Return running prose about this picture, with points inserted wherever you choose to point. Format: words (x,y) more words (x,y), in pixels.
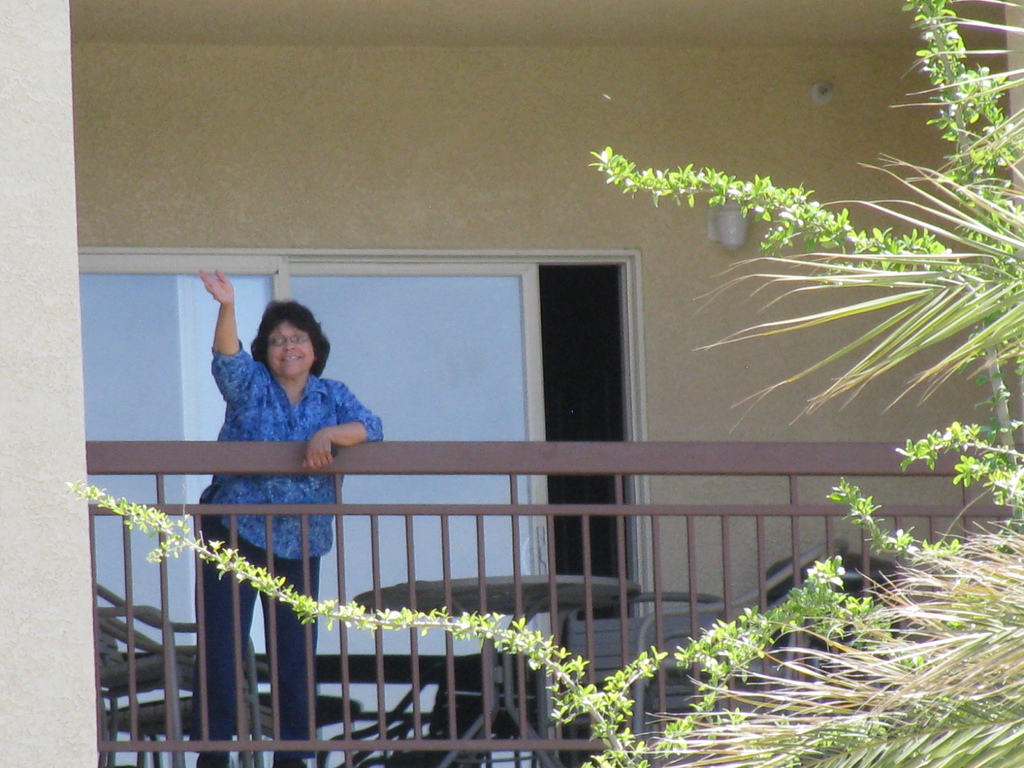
In this picture we can see a woman (290,412), in front of her we can find a fence (410,524), beside to her we can see a table (441,605) and few chairs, on the right side of the image (965,545) we can find a tree (906,668).
